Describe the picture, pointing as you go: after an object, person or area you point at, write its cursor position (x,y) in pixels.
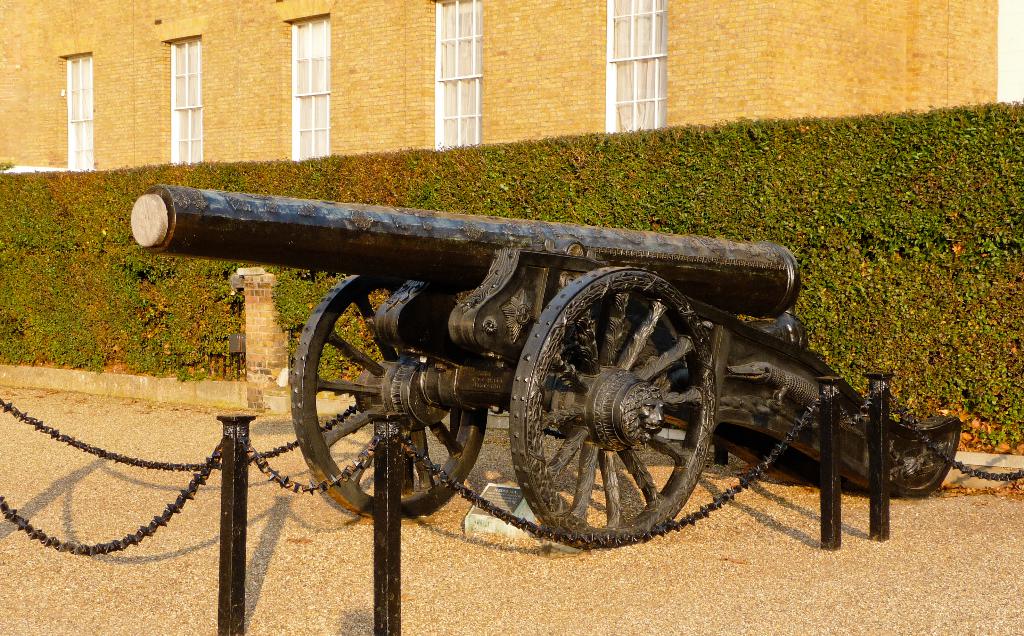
In the picture there is an ancient weapon (453,337), behind that weapon (353,239) there are small plants (536,186) and behind them there is a building (405,107), it has many windows (655,99) and there is an iron fencing (877,430) around the weapon (541,409).
